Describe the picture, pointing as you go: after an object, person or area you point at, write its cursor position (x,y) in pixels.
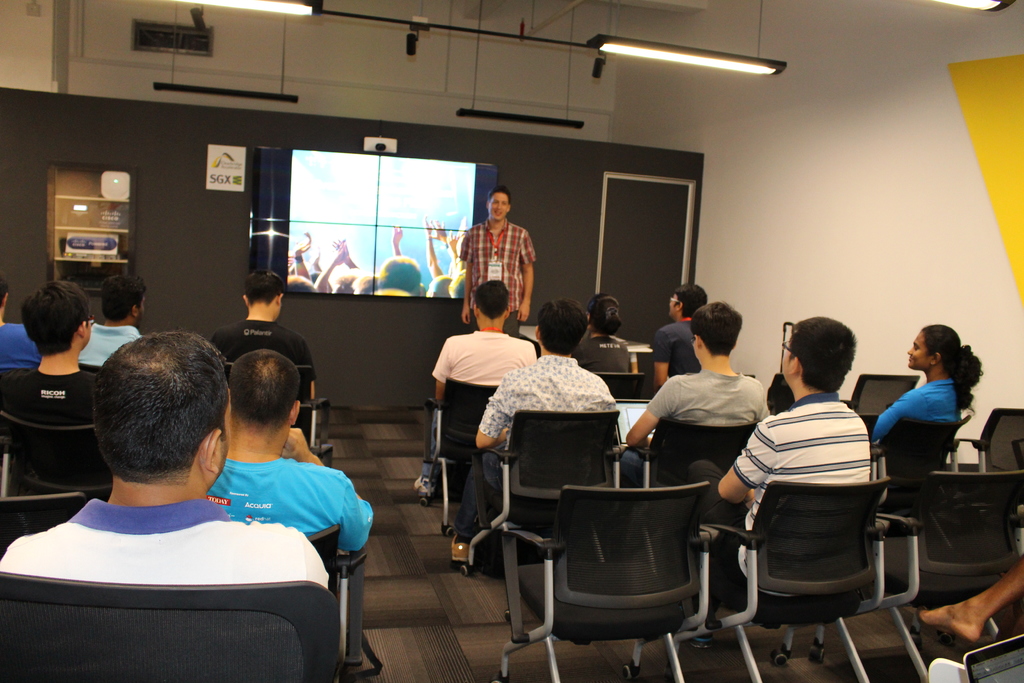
In the image we can see there are lot of people (70,378) who are sitting on chair (904,532) and there is a person (493,193) who is standing and behind there is a tv screen (380,257).
